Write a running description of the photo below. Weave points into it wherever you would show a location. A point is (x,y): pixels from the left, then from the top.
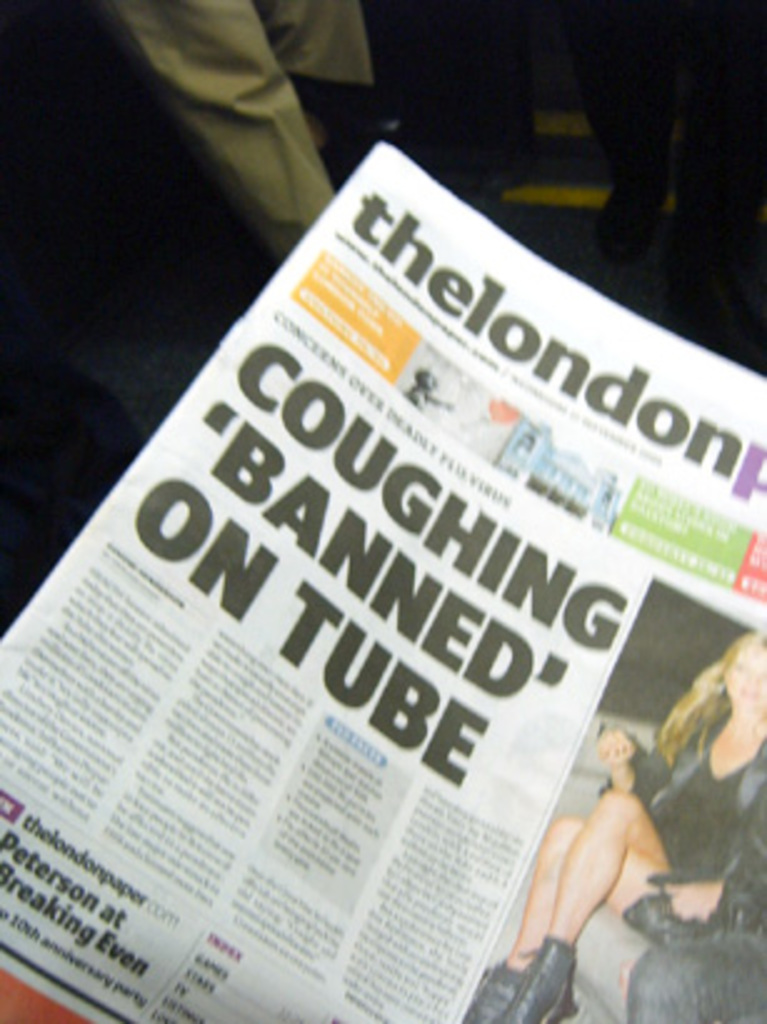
In this image we can see a news paper (418,749) with text (393,679) and image (655,807) and in the background (274,217) it looks like legs (666,126) of persons (245,86).
